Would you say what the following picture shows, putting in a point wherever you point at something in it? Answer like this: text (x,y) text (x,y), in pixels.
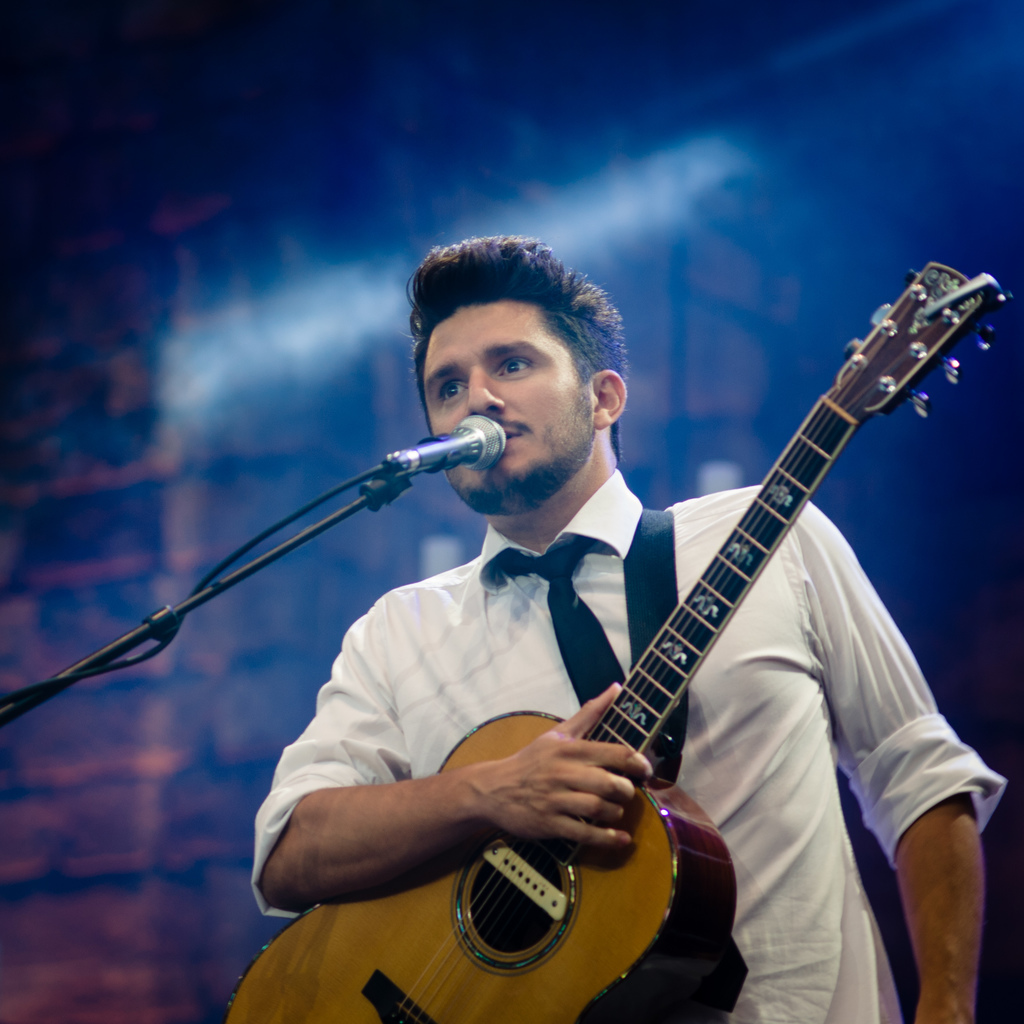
In this image I can see a man (777,821) wearing white color shirt (750,730) and holding a guitar (631,738) in his right hand (569,792). In front of this person (532,485) there is a mike stand (392,476).
